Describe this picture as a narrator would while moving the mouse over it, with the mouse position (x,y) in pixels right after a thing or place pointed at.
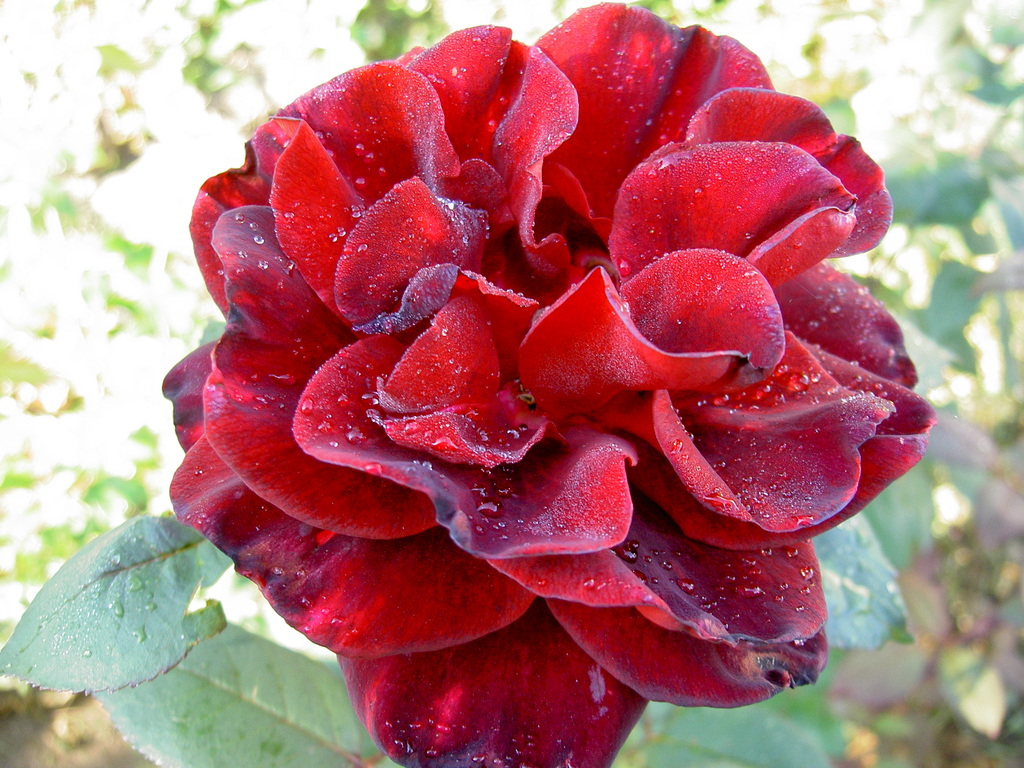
In this image we can see one plant (142,531) with red flower (493,668) and background (918,663) some plants (983,459) on the surface (116,93).
